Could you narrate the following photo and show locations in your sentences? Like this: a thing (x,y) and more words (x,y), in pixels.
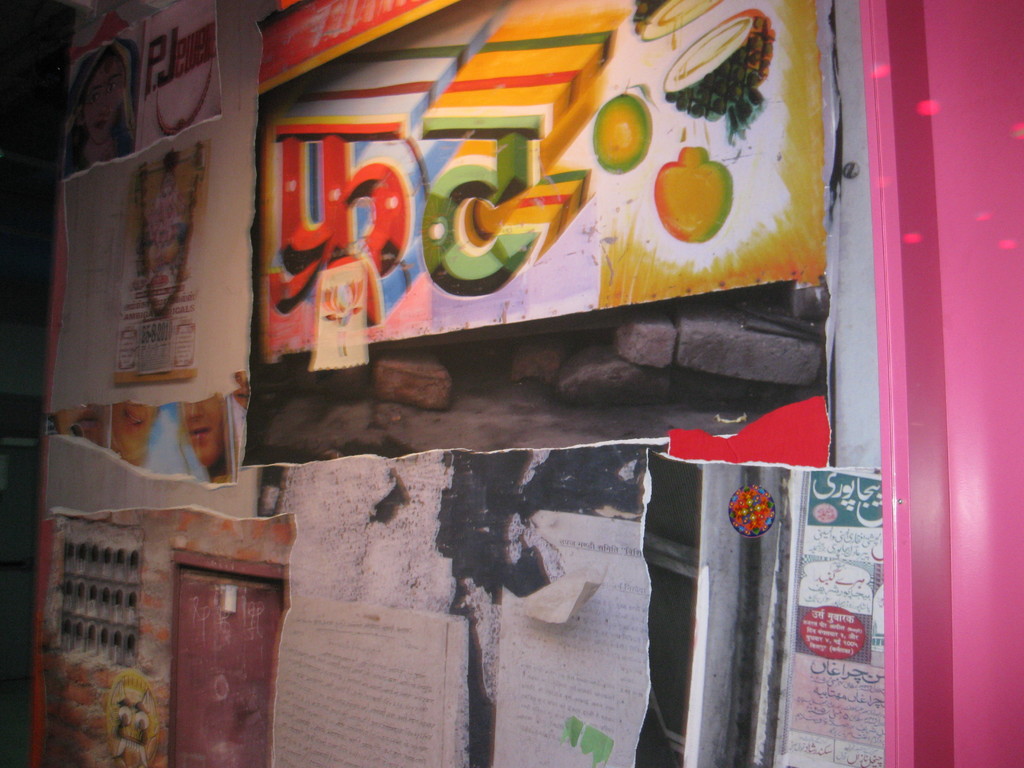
In this image I can see a wall (507,404) which has posters (472,410) and papers (347,517) attached to it.
